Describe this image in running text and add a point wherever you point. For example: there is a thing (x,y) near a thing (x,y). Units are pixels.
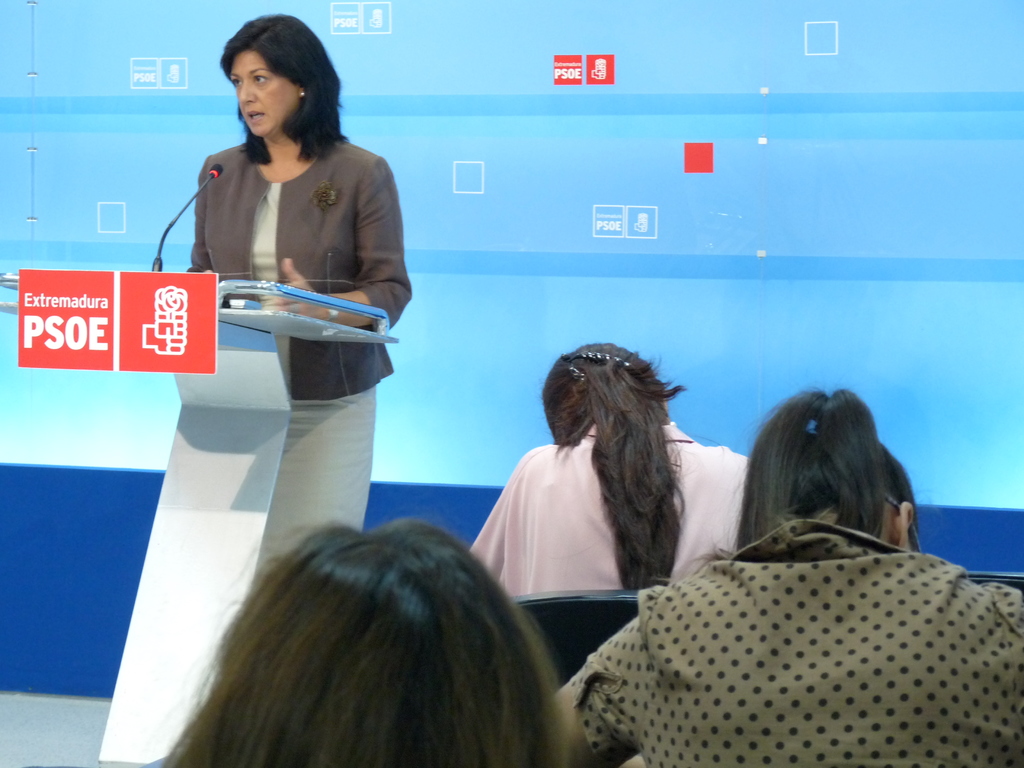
There is a lady (279,215) standing and speaking. In front of her there is a stand (234,361). On that some red color name board (81,309) is there. Also there is a mic stand (204,191). On the right side (773,532) some people (566,501) are sitting. In the back (601,185) there's a wall (580,202) with some icons (163,82) on that.
